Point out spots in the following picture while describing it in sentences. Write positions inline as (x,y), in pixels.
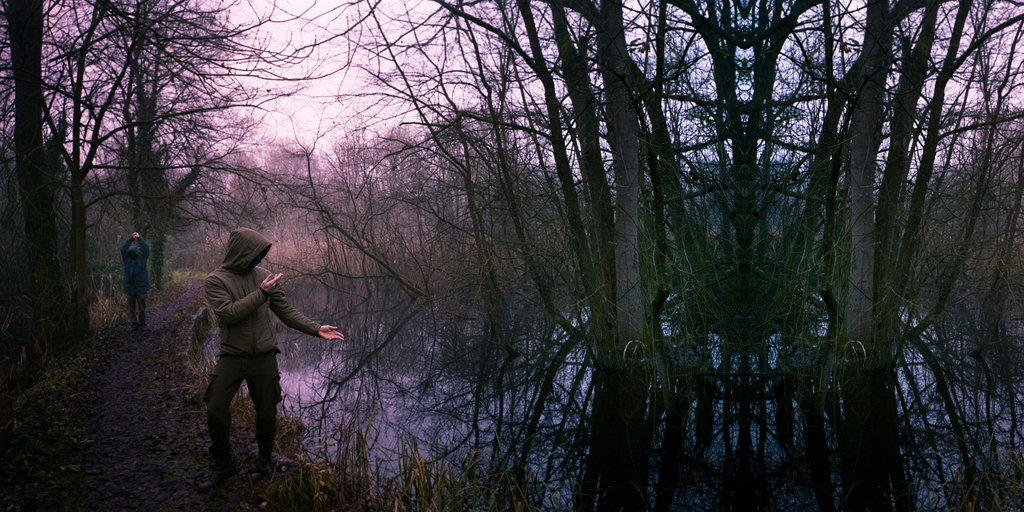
In this picture we can see trees (999,212), there are two persons (136,257) standing on the left side (257,324), we can see water (480,382) in the middle (443,316), there is the sky (311,42) at the top of the picture (316,53).
